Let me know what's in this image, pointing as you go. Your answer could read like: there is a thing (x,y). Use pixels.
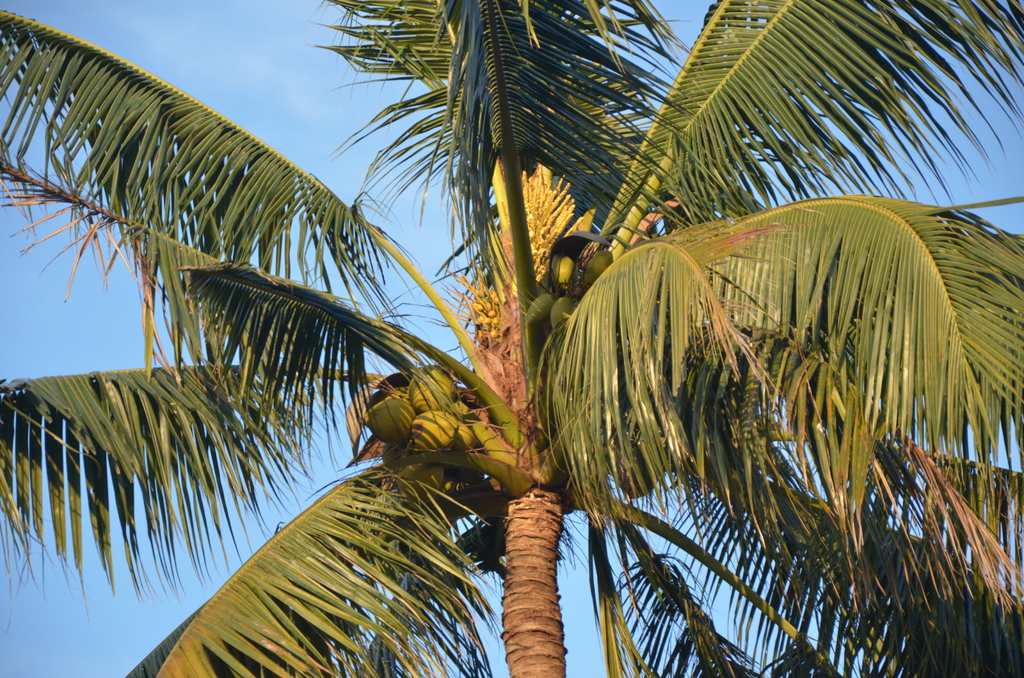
In this image I can see the tree (532,401) and few coconuts (437,446) to it. The sky (35,321) is in blue color.
